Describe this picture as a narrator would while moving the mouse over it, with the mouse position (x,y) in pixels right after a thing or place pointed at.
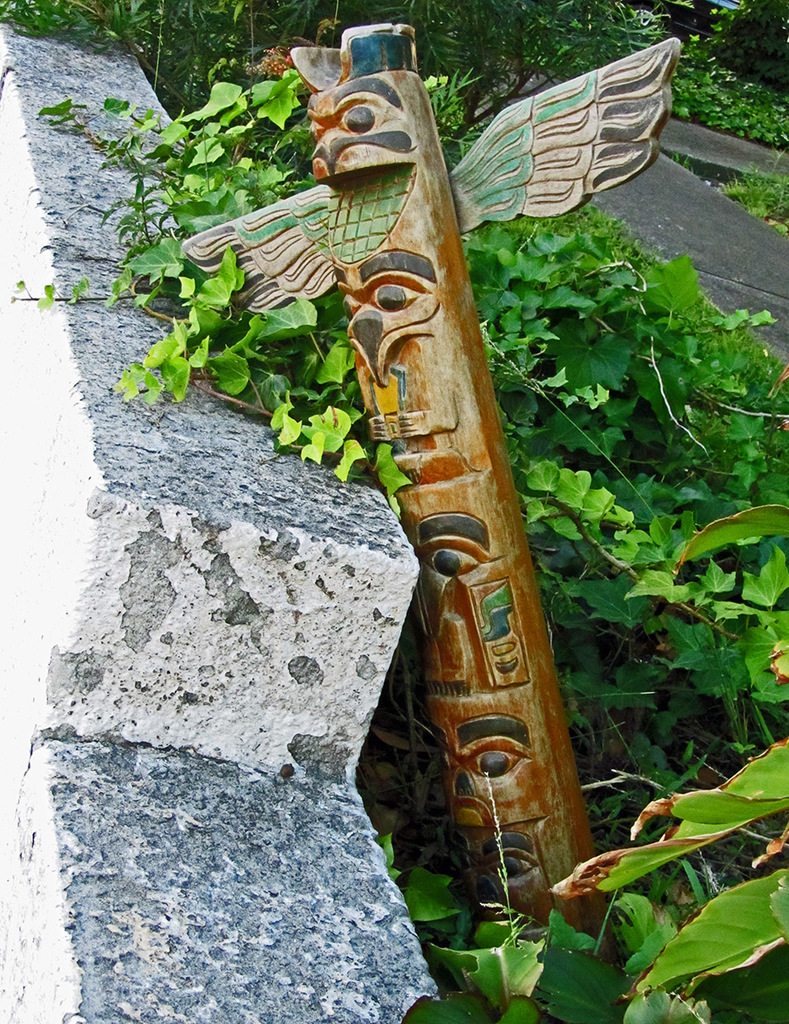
There is a wooden stick (417,91) and there are plants (619,52).
